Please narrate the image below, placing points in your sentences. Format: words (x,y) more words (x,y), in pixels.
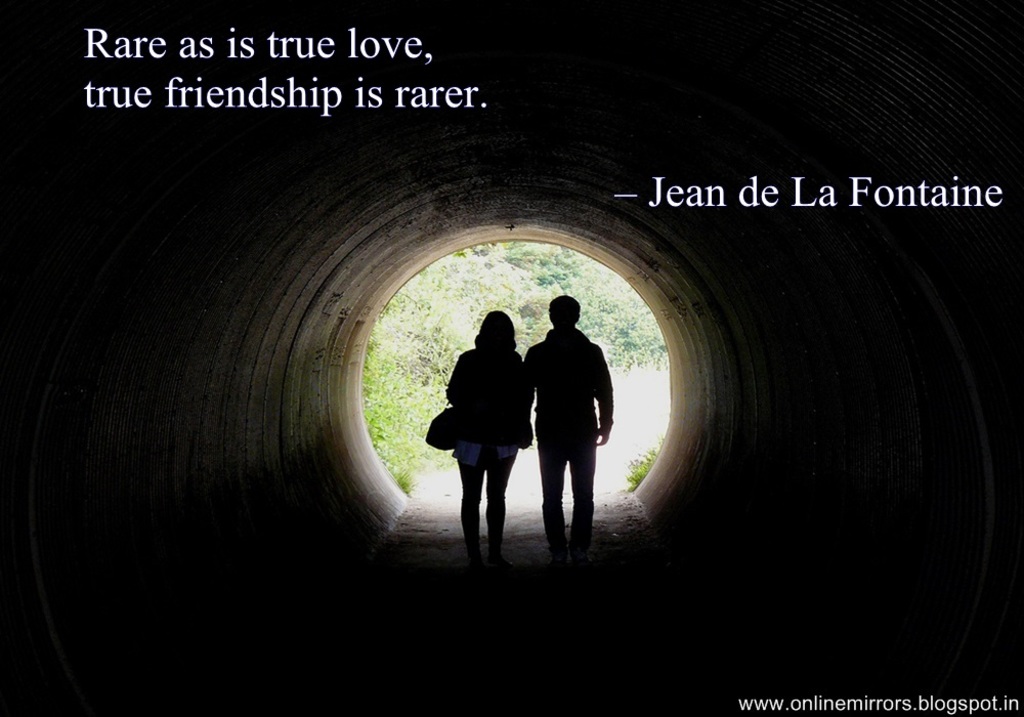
In this picture we can see there are two people (511,398) standing in a tunnel (859,688) and in front of the people (509,342) there are trees (630,323). On the image there are watermarks (770,193).
